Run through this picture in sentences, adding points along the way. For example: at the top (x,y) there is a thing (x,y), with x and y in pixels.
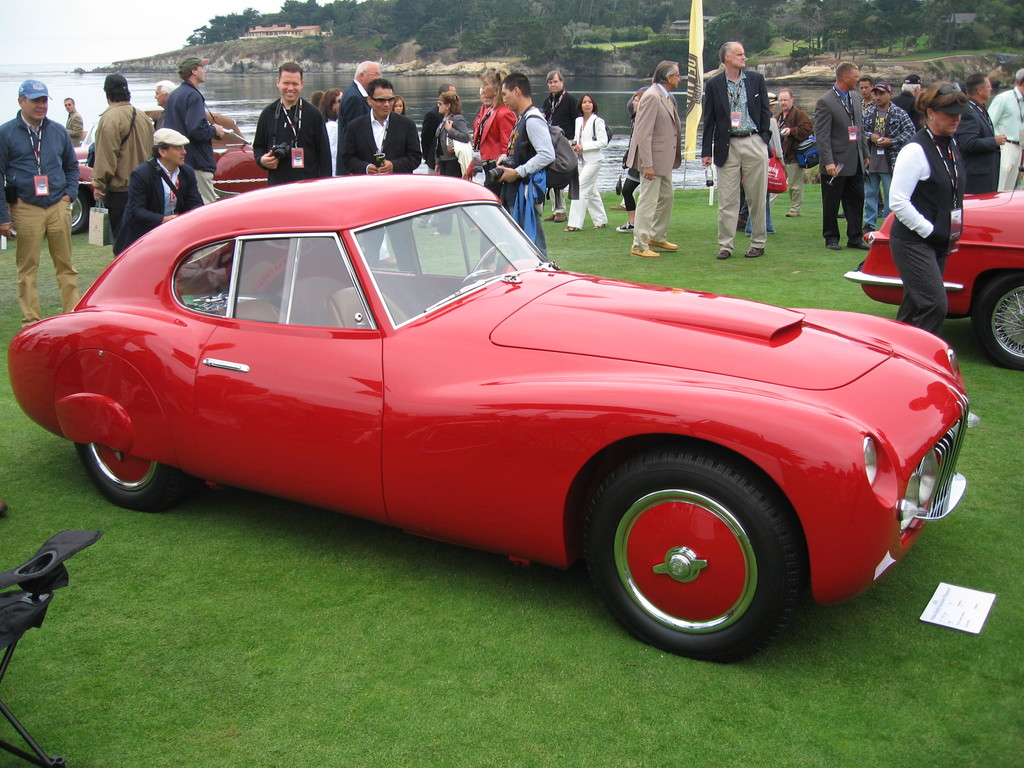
There is a red color vehicle (743,521) parked on the grass (790,744) on the ground (790,744) near a white color card (960,595). In the background (915,116), there are persons (187,101) on the ground (986,358), there are vehicles (967,231) on the ground (677,234), there is flag (699,38), there is water (682,90), there are trees (593,8) and plants (490,21) on the mountain (904,49) and there is sky (86,11).
